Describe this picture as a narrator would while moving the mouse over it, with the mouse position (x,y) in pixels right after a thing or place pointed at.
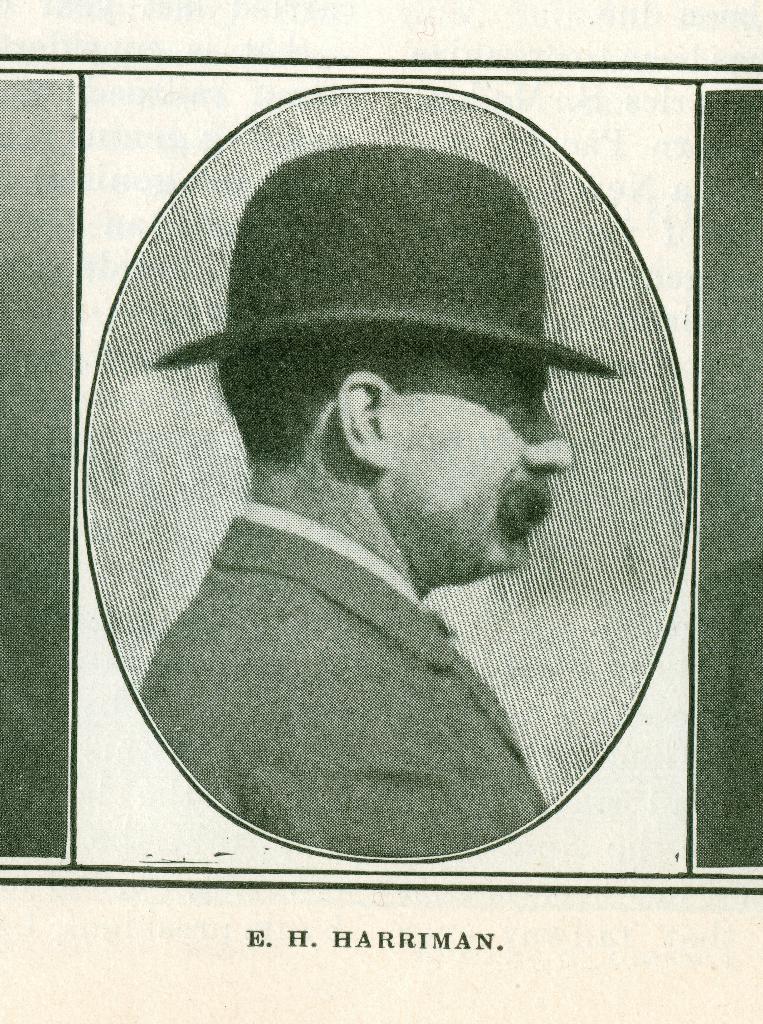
In this image I can see a picture of a person (395,557) wearing black colored dress (350,652) and black colored hat (397,314). I can see something is written to the bottom of the image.
